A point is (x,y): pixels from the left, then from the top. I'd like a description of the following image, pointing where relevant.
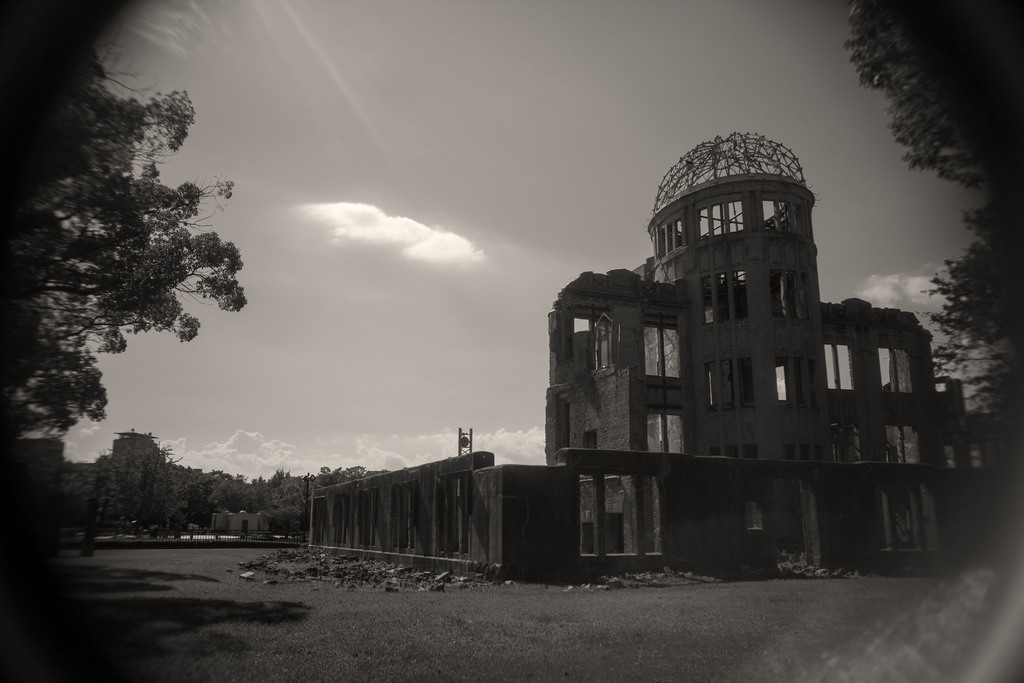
In this image in the center (569,441) there is one building (777,465) and in the foreground (132,156) and background (182,507) there are some trees (289,507) and buildings (221,525). At the bottom (274,639) there is grass (513,616), on the top of the image (450,122) there is sky (392,239).
